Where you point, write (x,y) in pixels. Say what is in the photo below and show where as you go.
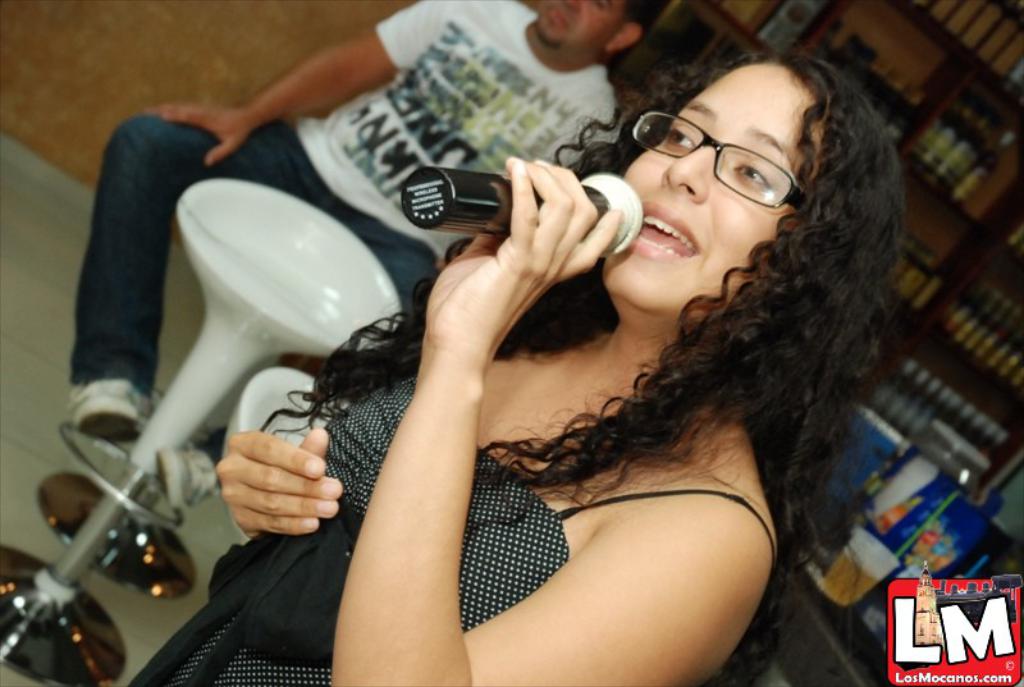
In this picture we can see a woman (492,527) is holding a microphone (535,199) and speaking something, on the right side (935,209) there is a rack (987,221), we can see some bottles (992,42) on the rack (972,81), at the right bottom (925,523) there is some boxes (863,552) and a logo (983,652), we can see a chair (361,258) and another person (460,138) in the background (472,112).
